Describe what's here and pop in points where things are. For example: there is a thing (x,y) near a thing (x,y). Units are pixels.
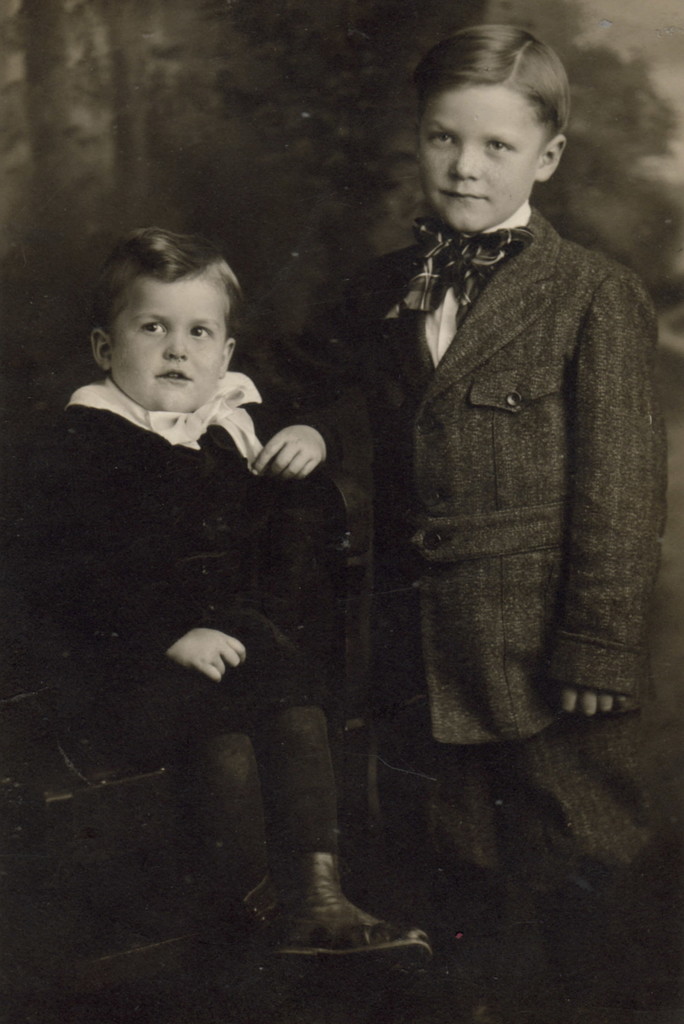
In this picture there are two kids (290,685). In the background of the image (245,356) it is blurry.
